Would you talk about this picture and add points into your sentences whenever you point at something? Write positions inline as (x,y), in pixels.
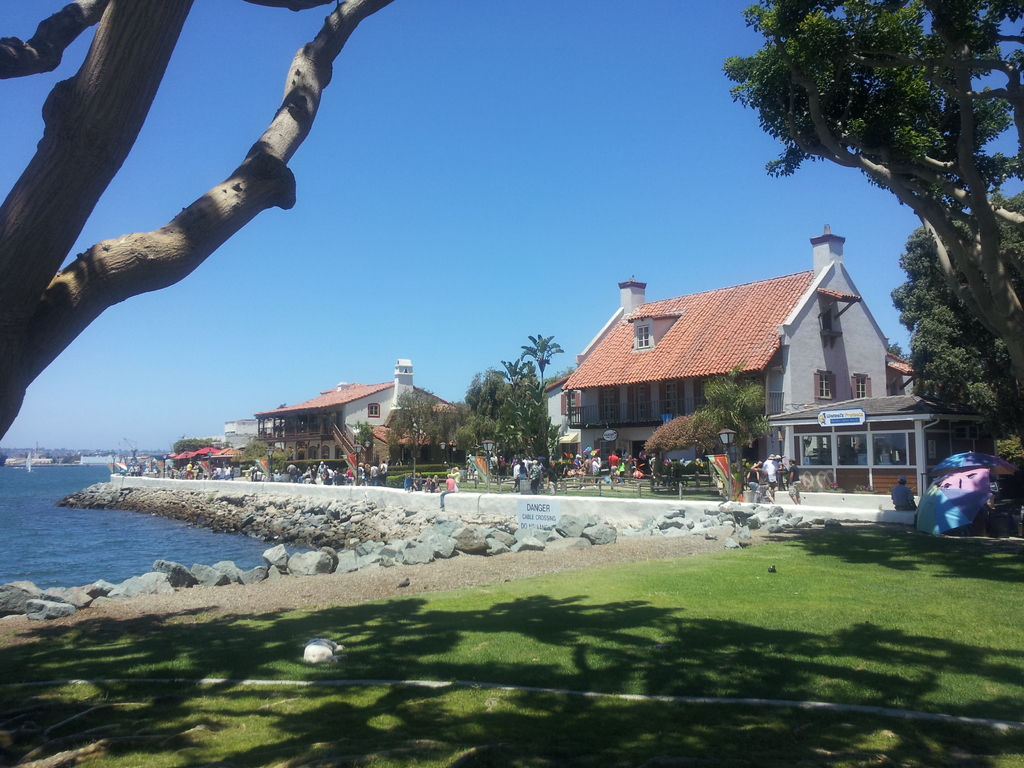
In this picture we can see grass (699,668), rocks (494,529), boards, umbrellas (949,515) and trees (52,197). There are people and we can see buildings (105,463), water (56,521) and light pole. In the background of the image (473,255) we can see the sky (362,325).
